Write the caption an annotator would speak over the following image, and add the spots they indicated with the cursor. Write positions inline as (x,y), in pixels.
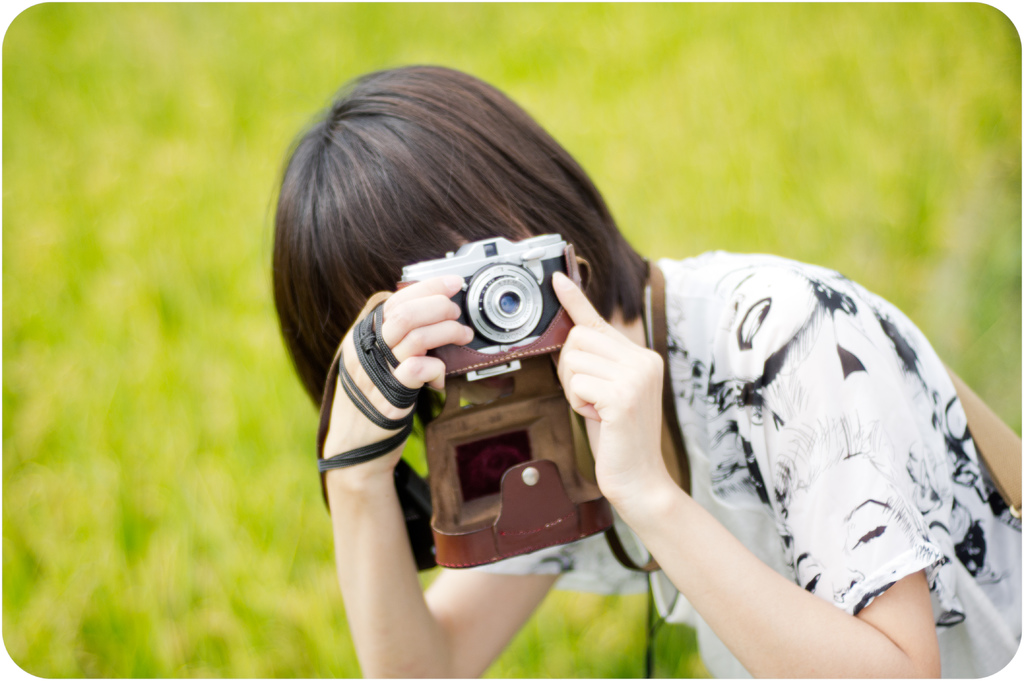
Background (49,111) portion of the picture is green in color and it's blurry. Here we can see a person (731,381) holding a camera (511,270) in the hands (582,351). This person (426,294) wore a black and white t-shirt (861,466).
